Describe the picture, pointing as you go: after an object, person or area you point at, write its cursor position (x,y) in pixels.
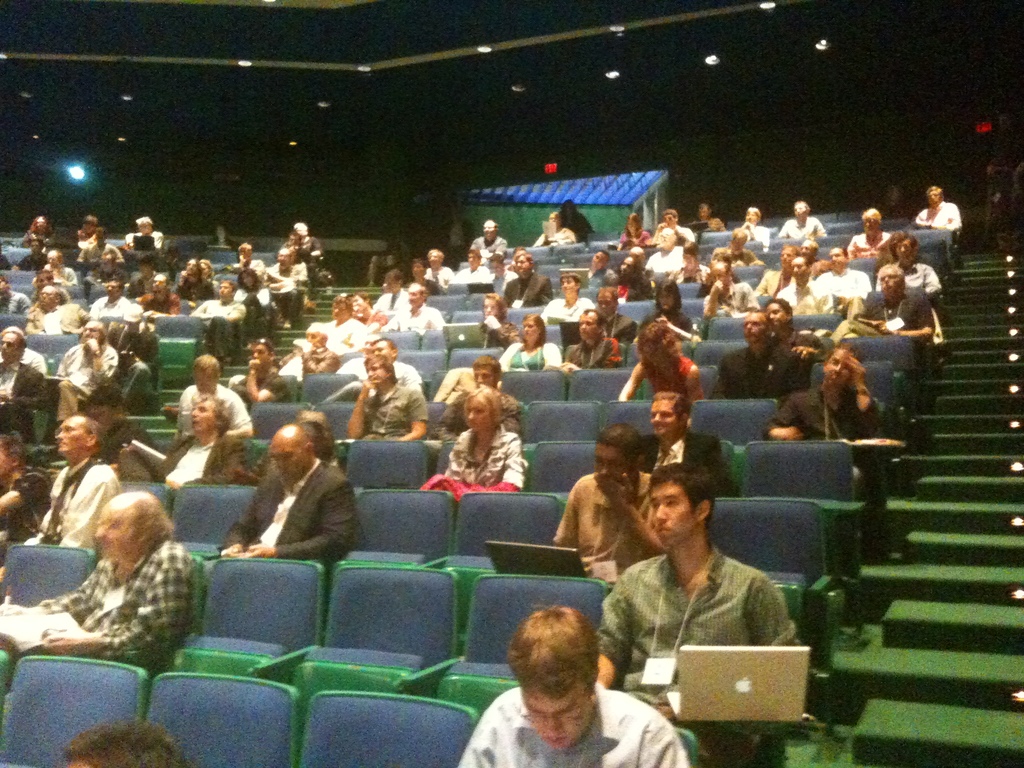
In the picture we can see many people (7,466) are sitting on the chairs (298,692) and holding laptops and beside them, we can see the steps (877,708) and lights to it and to the ceiling (796,76) we can see the lights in the dark.
